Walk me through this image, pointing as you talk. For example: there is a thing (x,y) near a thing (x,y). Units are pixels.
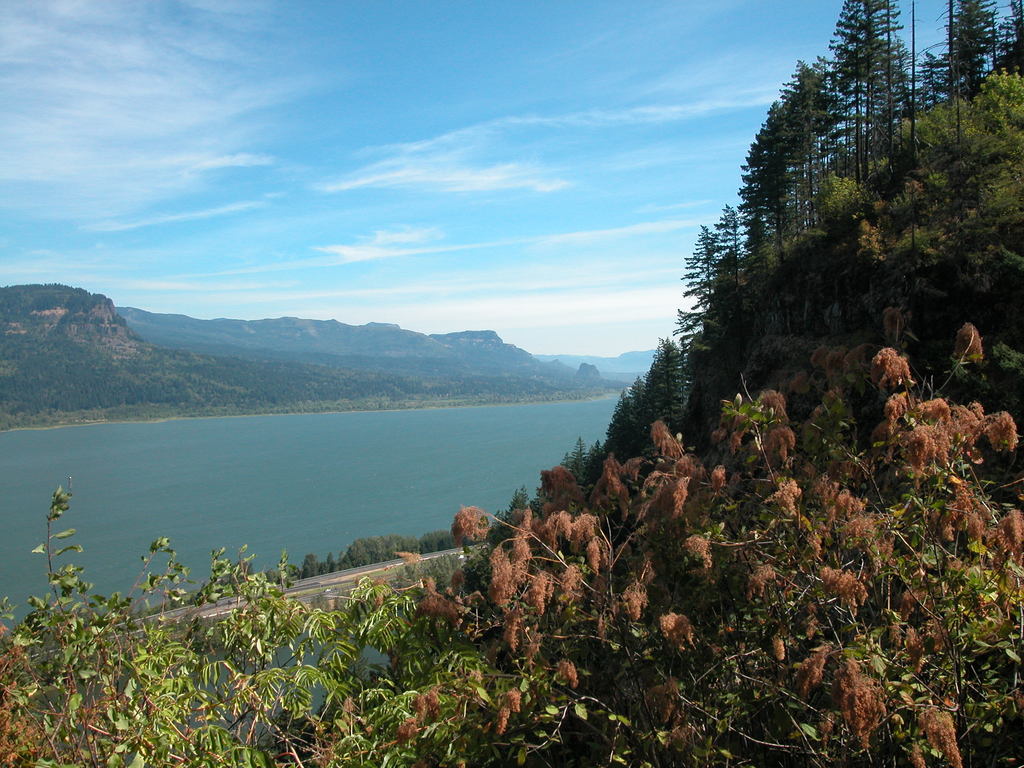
In this picture we can see trees (453,538) and water (189,504). In the background of the image (143,323) we can see hills (586,376) and sky (561,186) with clouds (561,186).
